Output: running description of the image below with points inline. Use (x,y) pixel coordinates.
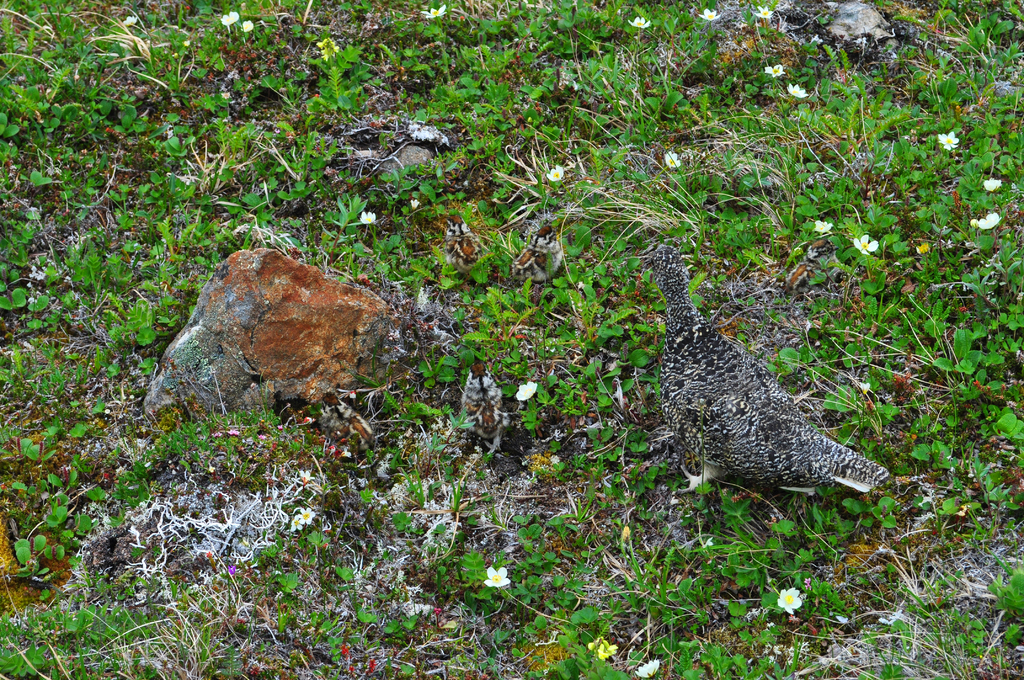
In this picture we can see a bird (794,269), stones (860,1), tiny plants (489,174) and the flowers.
